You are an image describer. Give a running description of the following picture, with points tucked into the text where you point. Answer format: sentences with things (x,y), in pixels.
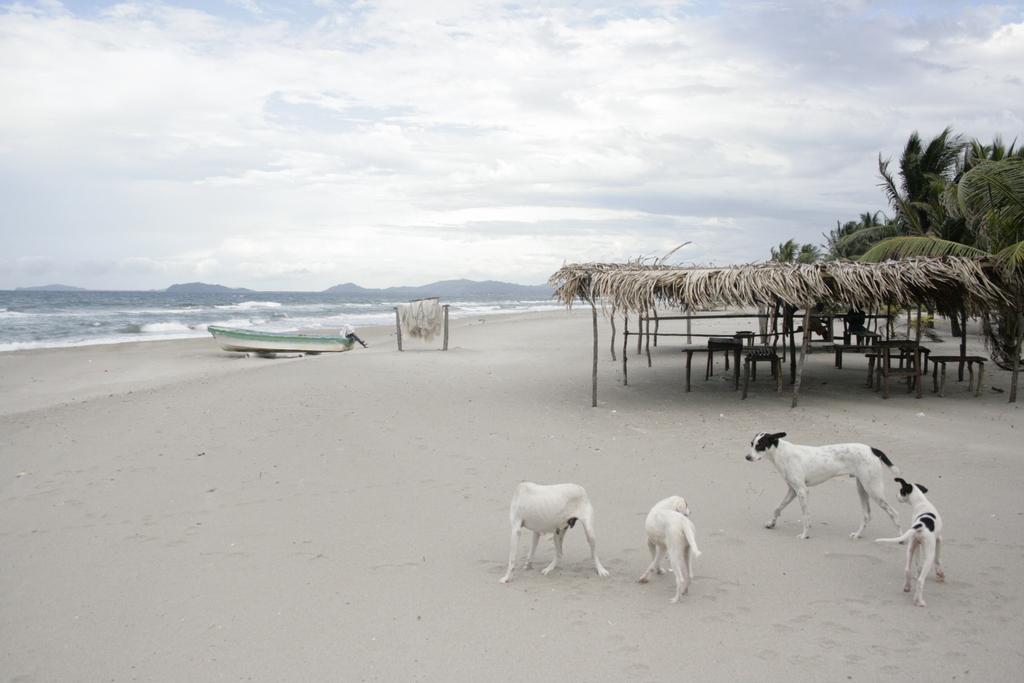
In this image we can see dogs (667,538) are standing on the sand (341,655) and a dog (798,466) is walking. In the background (803,365) there are few persons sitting on a platform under a roof (833,276) and we can see tables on the sand (383,390) and there are wooden poles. In the background (75,301) there are trees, water (204,322), boat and an object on the sand (641,625), mountains (75,286) and clouds (521,198) in the sky (584,74).
